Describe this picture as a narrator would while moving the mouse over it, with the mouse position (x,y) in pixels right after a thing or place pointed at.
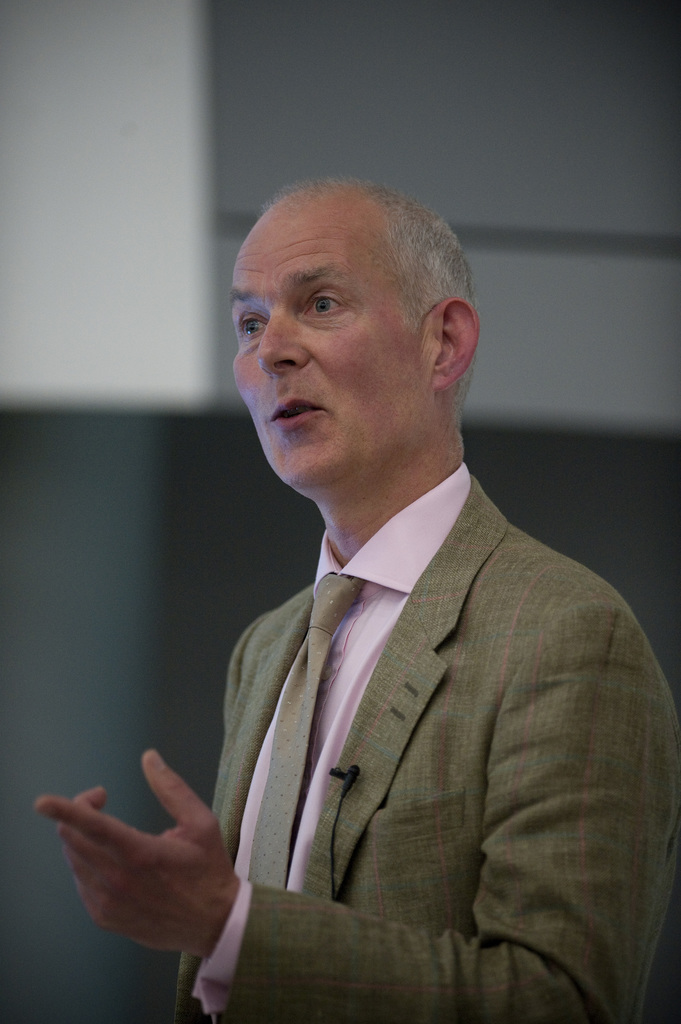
In this image I can see a man (471,745) is speaking, he wore tie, shirt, coat (449,737) and a microphone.
